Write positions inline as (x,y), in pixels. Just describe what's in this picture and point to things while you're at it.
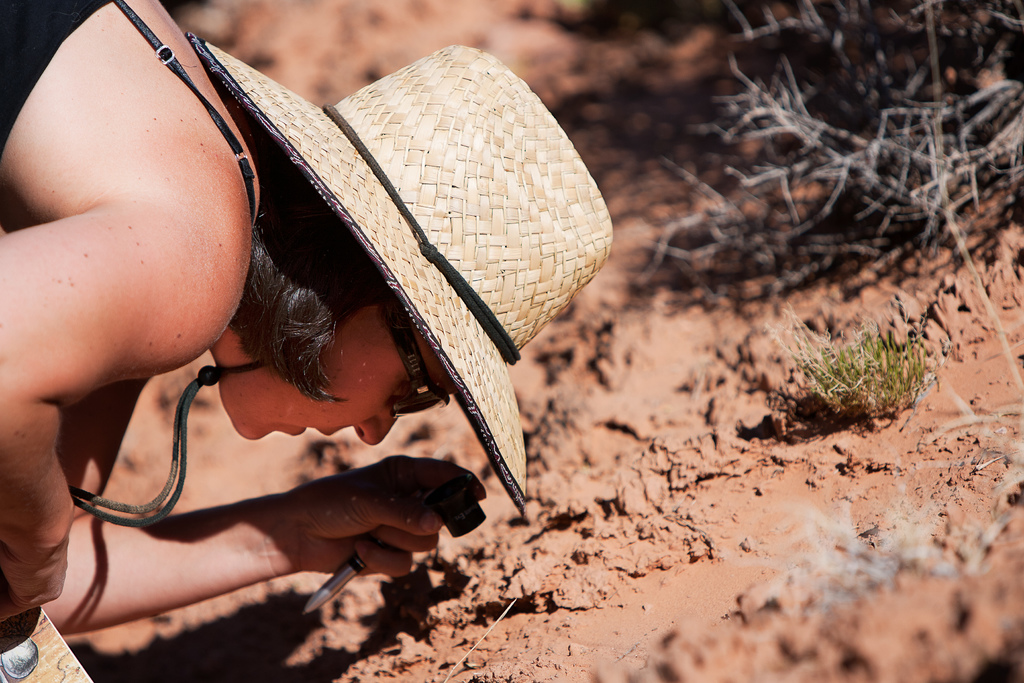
In the foreground of this image (295,575), on the left (32,201), there is a woman (334,372) wearing a hat (390,228) holding few objects (342,586). On the right (736,356), there is mud (663,622), grass (854,363) and few branches (899,140) without leaves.
